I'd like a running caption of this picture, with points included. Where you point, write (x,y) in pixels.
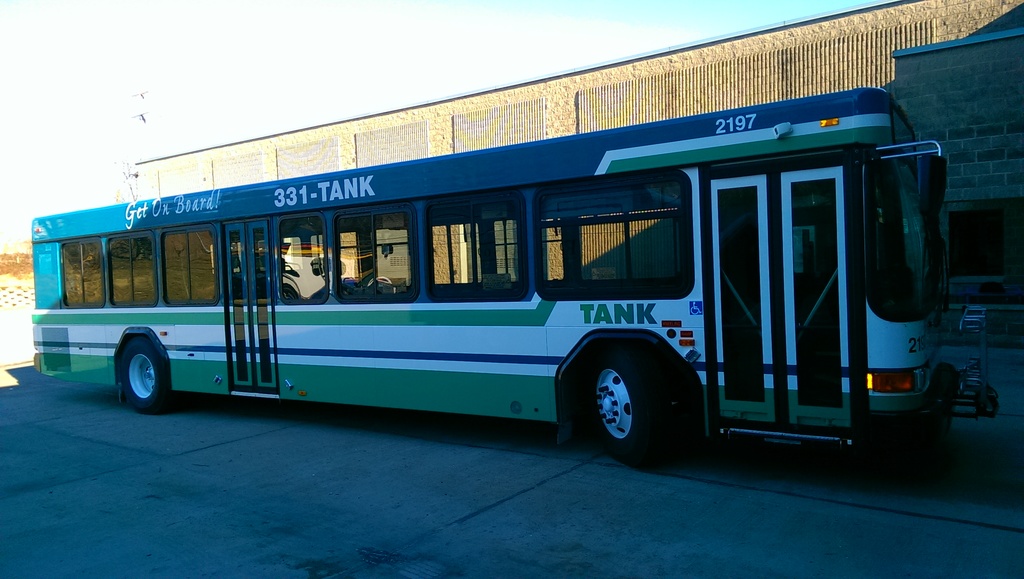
In this picture we can see a bus (652,421) on the road (317,499), building (962,58) and in the background (451,7) we can see the sky (517,63).
